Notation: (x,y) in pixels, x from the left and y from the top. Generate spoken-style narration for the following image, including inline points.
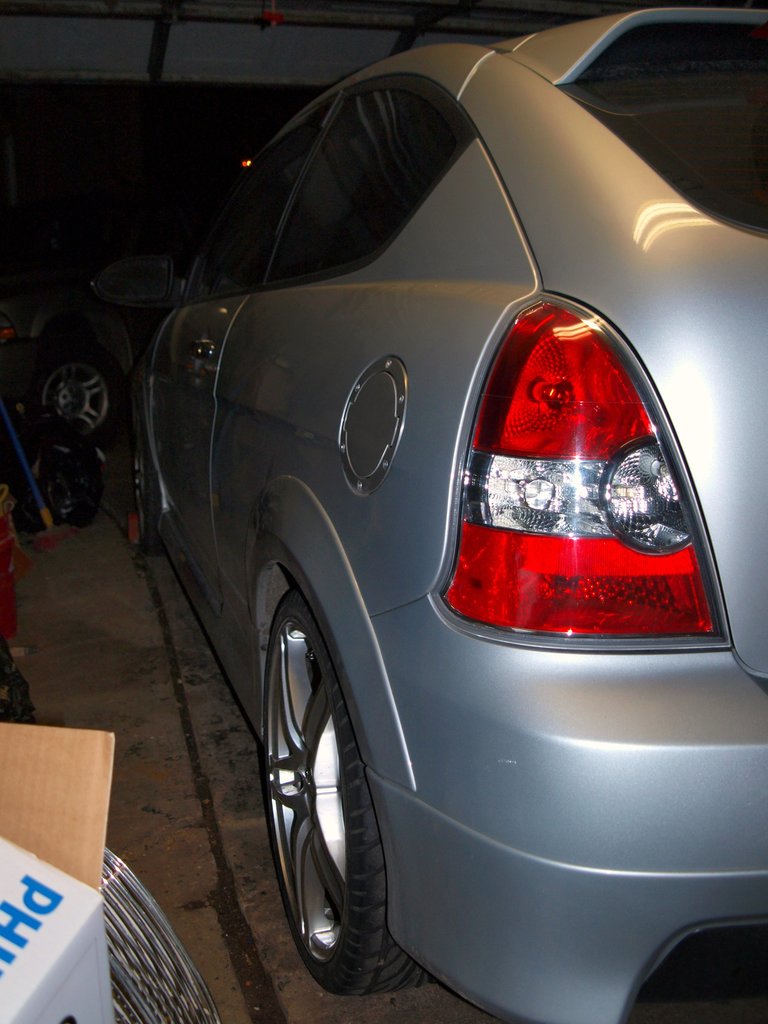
Here we can see a car (454,720) on the surface (281,960) and left side (9,752) bottom of the image (53,759) we can see box (61,775). Background we can see wheels (71,398).
